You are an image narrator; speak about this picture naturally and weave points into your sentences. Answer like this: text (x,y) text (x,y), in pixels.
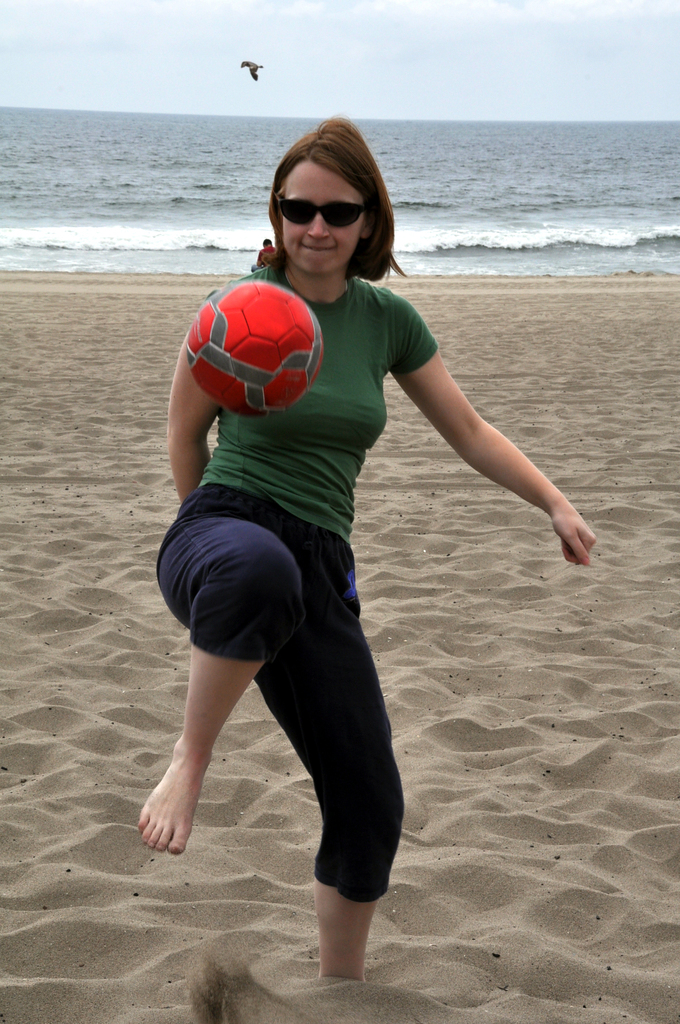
This is the picture of a sea (631,195). In the foreground (365,820) there is a woman (383,742) standing and there is a red color ball (314,338) in the air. At the back (146,262) there is a person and there is a water (47,210). At the top (459,97) there is sky (502,53) and there are clouds (265,29) and there is a bird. At the bottom (71,807) there is sand (122,840).
